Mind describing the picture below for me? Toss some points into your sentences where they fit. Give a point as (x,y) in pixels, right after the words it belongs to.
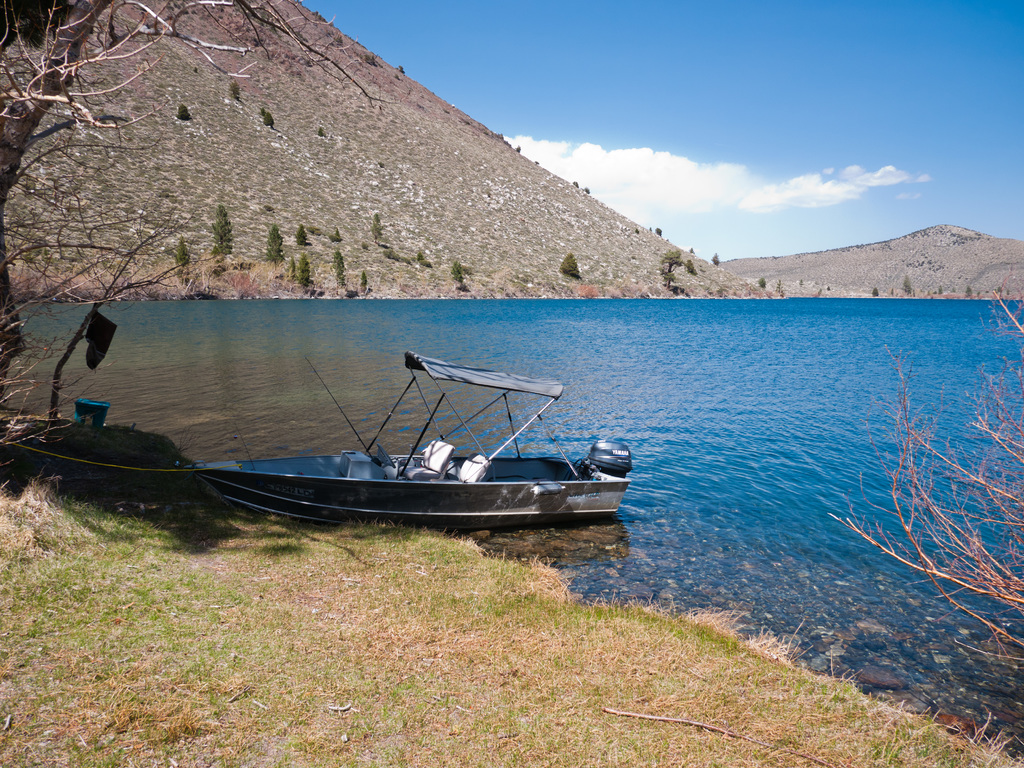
In the center of the image (642,494) there is a river (735,442) and we can see a boat (405,518) on the river (628,540). At the bottom (340,663) there is grass (597,683). In the background (519,181) there are trees (70,98), hills (612,246) and sky (614,176).
